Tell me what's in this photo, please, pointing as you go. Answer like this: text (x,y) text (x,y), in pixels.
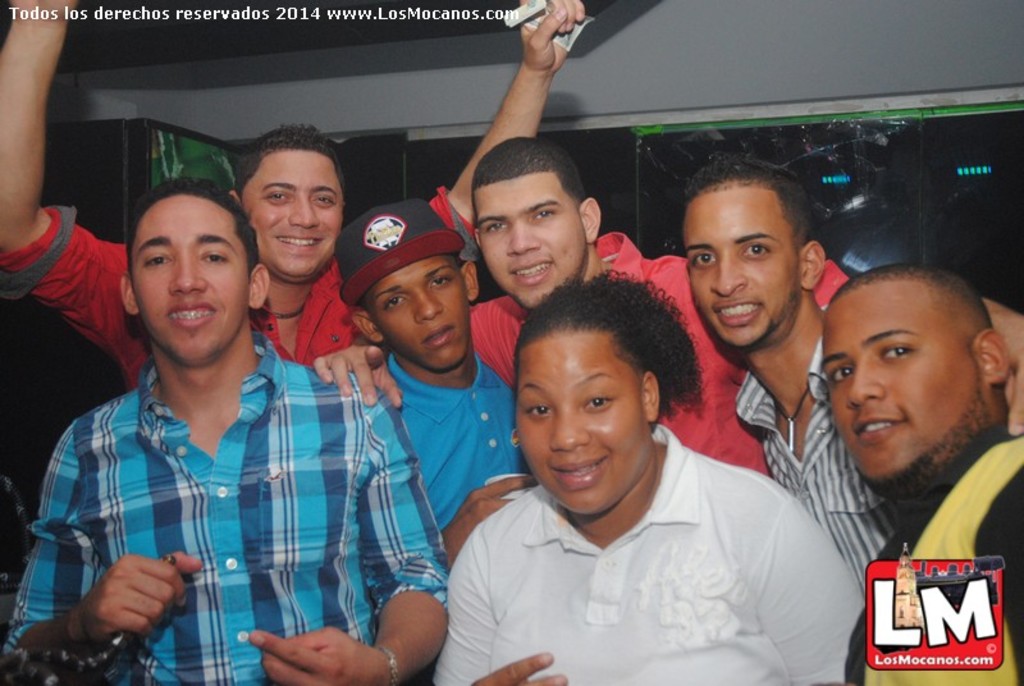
In this picture we can see seven persons (441,374) smiling, at the right bottom (970,625) there is a logo (960,604), we can see some text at the left top of the picture (134,9).
